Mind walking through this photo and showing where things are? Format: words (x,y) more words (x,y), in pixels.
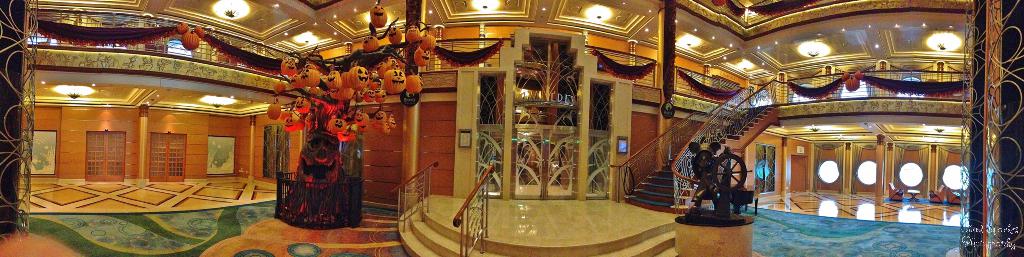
In this image, we can see an inside view of a building (744,96). There is a staircase (681,133) in the middle of the image (654,156). There are steps (630,242) at the bottom of the image (505,234). There are decors (365,75) in front of the wall (375,144). There are lights (242,16) on the ceiling (749,38) which is at the top of the image (873,39).
